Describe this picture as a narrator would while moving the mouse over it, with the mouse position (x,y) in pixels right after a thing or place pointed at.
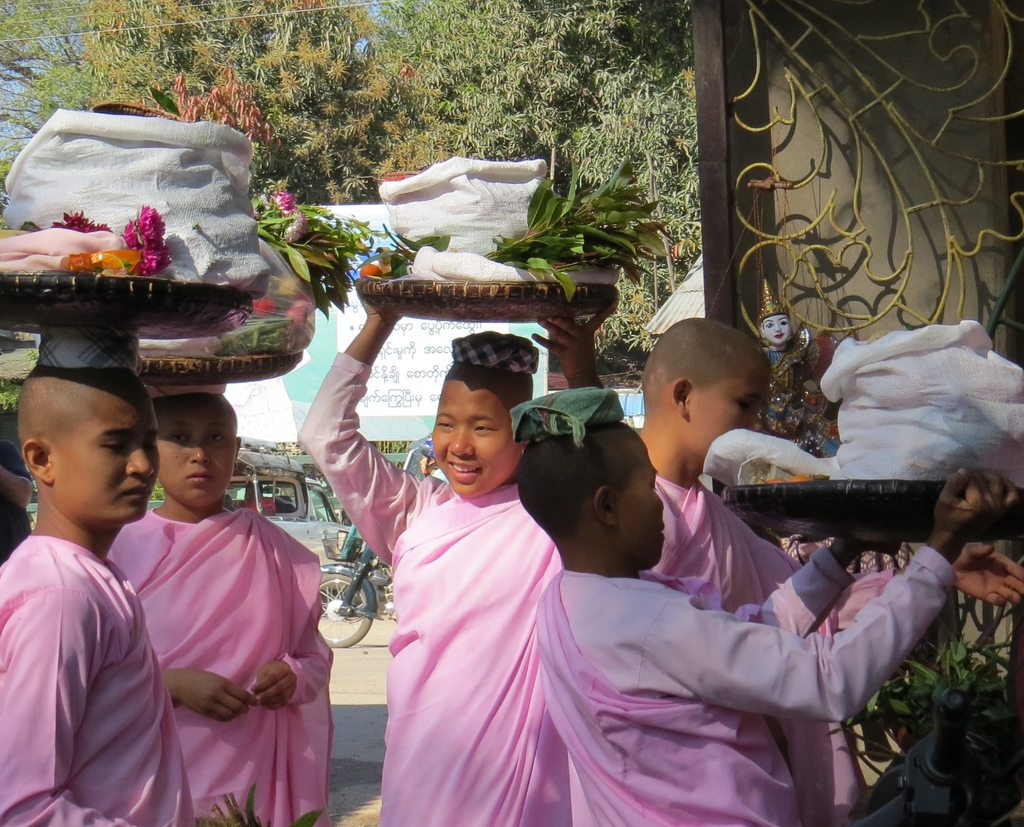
In this image I can see five children (652,629) are standing and I can see all of them are wearing pink colour dress (518,719). I can also see two of them are holding brown colour things (458,314) and two children (147,385) are carrying these things (182,376) on their heads (82,396). I can also see number of flowers (150,238), green leaves (322,245) and few bags (1008,467) on these things (842,535). On the right side of the image (814,435) I can see the iron bars (904,125) and a doll (805,424). In the background (539,349) I can see a white colour board (336,340), few vehicles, number of trees (418,87), the sky (3,127) and on the board (252,380) I can see something is written. On the top left corner of the image (24,23) I can see few wires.
